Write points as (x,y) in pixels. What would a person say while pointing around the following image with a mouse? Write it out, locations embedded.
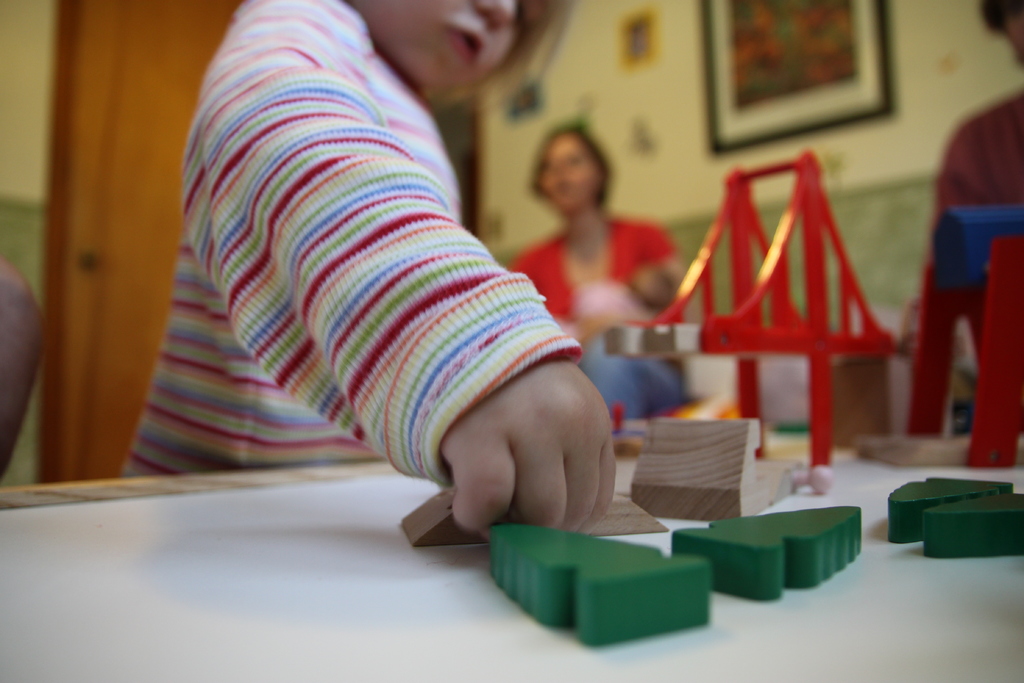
In this image I can see a baby (303,311) is holding the toys (693,445) which are placed on a table (191,595). In the background (586,190) there is a person (547,186). At the back of her there is a wall (555,81) along with the door (111,137) and also I can see few frames (654,48) are attached to the wall (594,104).
